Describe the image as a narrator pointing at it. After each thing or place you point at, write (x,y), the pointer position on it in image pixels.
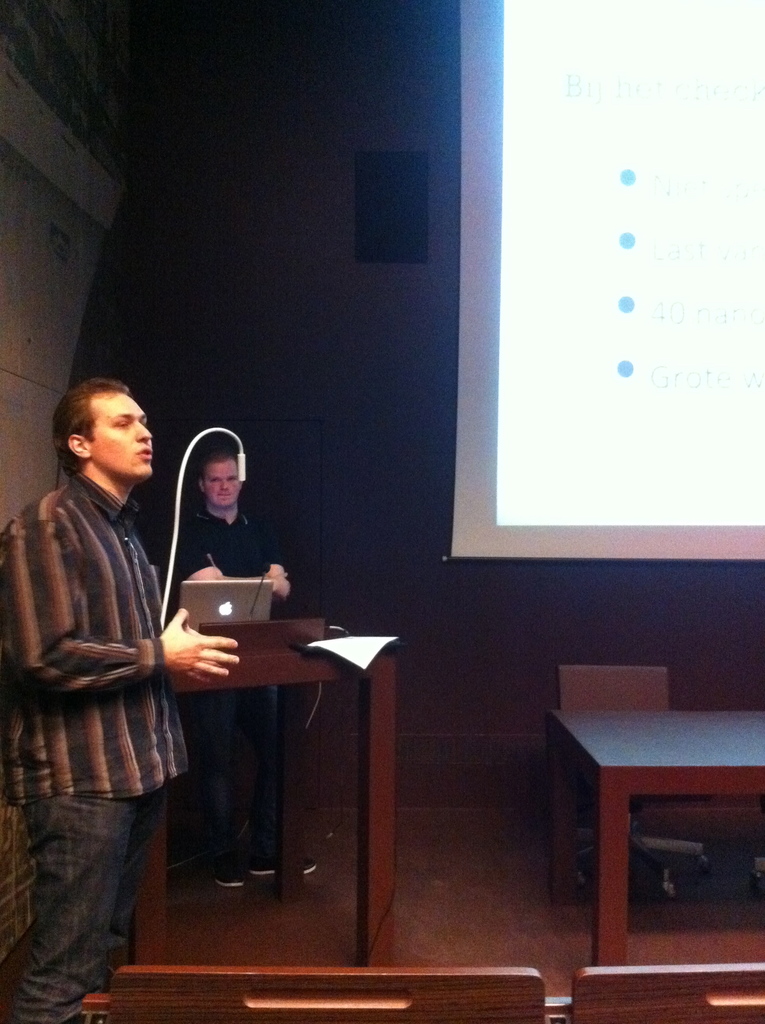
In this image there is a man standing and speaking, another man (234,462) standing near the podium (279,632) with a laptop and in back ground (547,759) there is table (748,756), screen (545,263), speaker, wall (324,119).
